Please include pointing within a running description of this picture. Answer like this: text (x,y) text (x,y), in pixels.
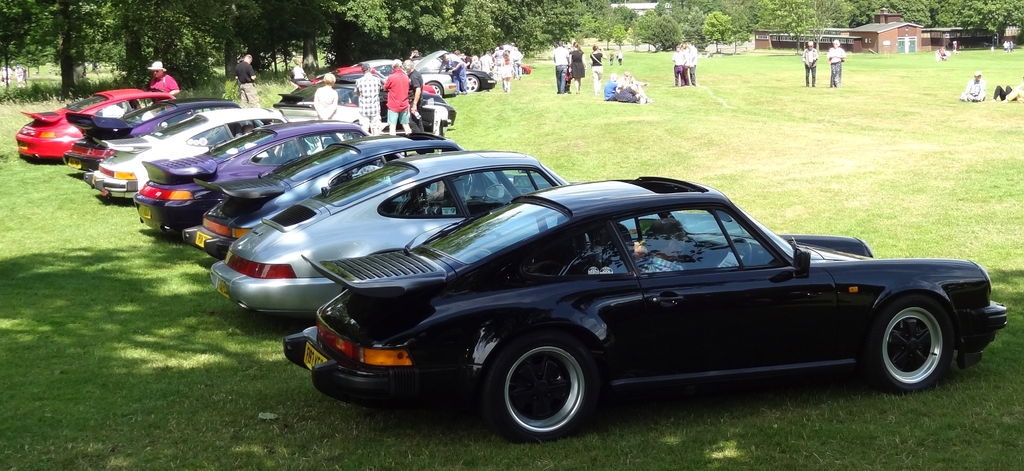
In this picture we can see cars (335,169) and a group of people (515,63) where some are sitting and some are standing on the grass (826,108), house (873,34) and in the background (507,24) we can see trees (435,48).
